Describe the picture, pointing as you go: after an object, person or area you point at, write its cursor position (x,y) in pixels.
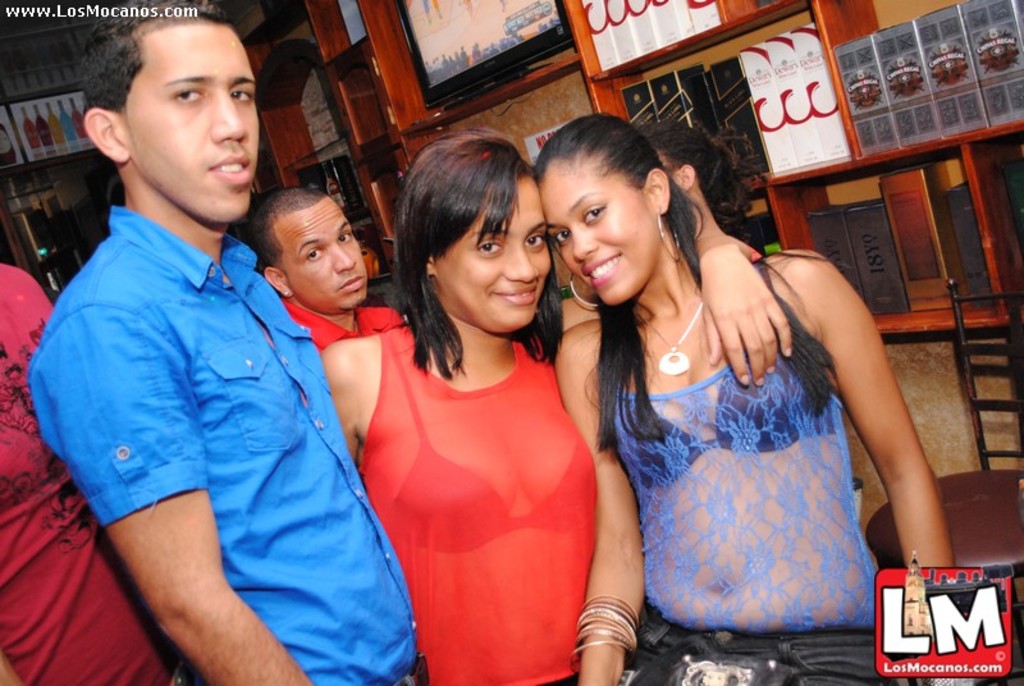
In this image, we can see people (648,314) and in the background (767,104), there are boxes (861,135) in the cupboard (788,189) and we can see a frame (526,65) and there are some other objects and there is a chair (999,352). At the bottom (907,577), there is a logo (917,613) and at the top (72,12), there is some text (55,11).
